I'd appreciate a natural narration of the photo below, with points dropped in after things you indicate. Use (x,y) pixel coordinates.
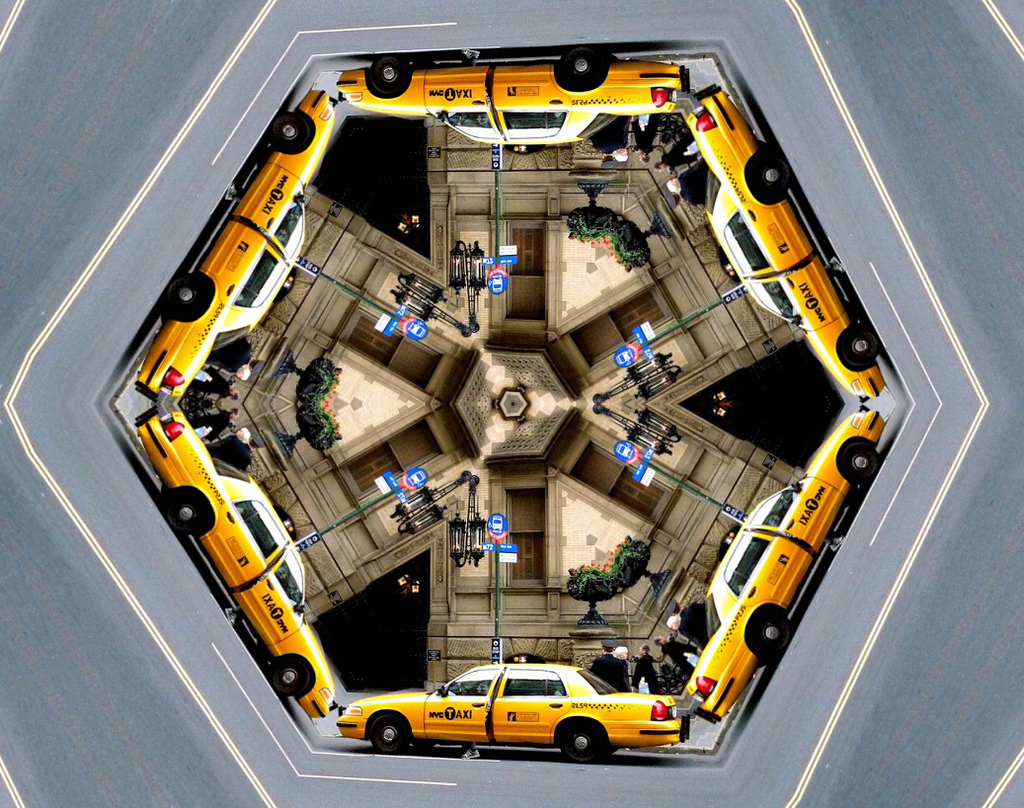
In the picture I can see the yellow color taxi car (641,702) on the road (646,784), I can see caution boards (497,535), a person (670,621) standing there, I can see the wall (479,651). This picture is in hexagon shape.
